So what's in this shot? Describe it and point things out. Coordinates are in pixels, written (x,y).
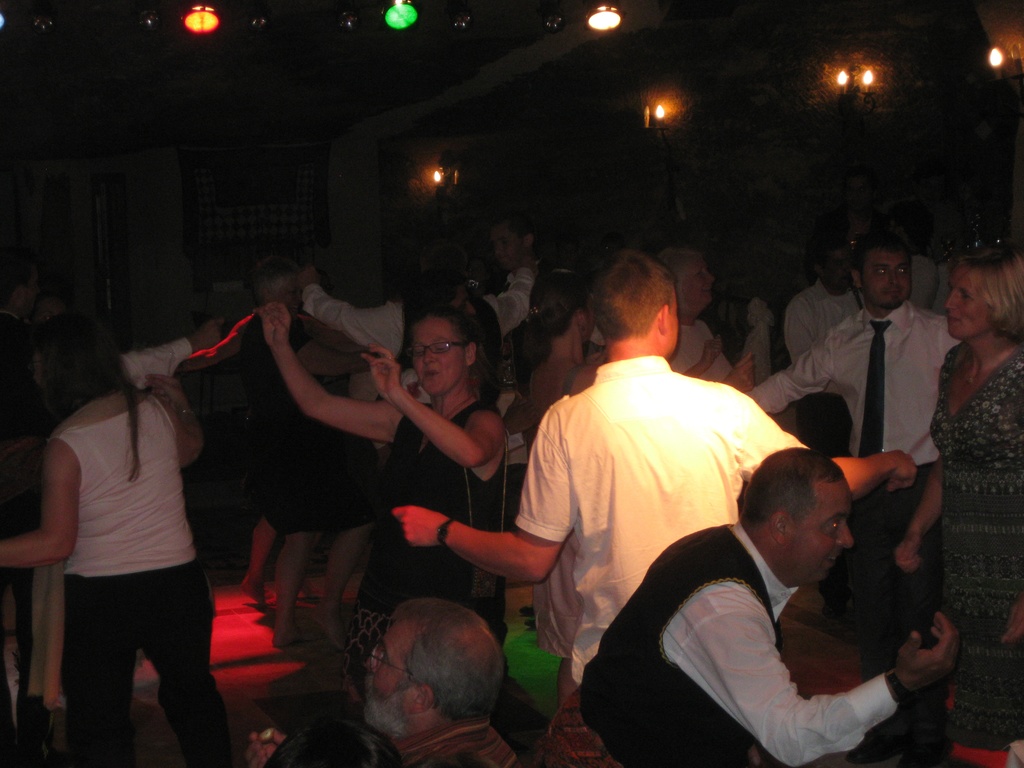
It is a party, all the people (424,395) are enjoying the music and dancing on the floor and to the roof (368,113) there are different types of lights (655,127) and the room (471,159) is dark.
